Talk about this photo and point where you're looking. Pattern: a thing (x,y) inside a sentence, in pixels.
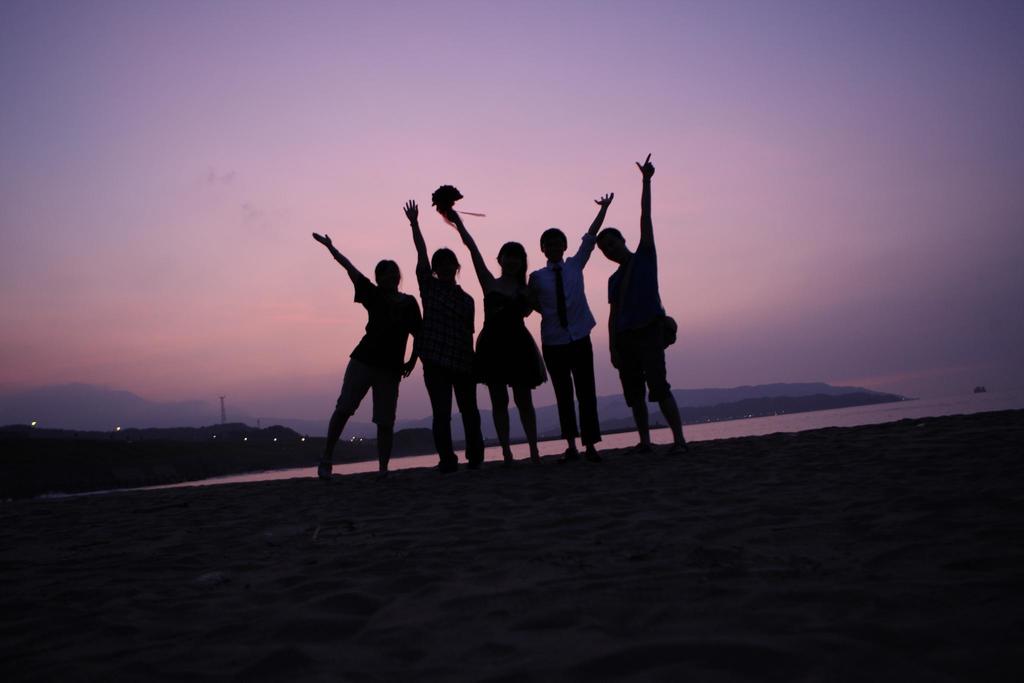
In this image, we can see a group of people (510,380) are standing and raising their hand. Here a person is holding some object (445,192). At the bottom (586,653), there is a ground (681,600). Background (711,230) we can see mountains (608,423) and sky (976,315).
